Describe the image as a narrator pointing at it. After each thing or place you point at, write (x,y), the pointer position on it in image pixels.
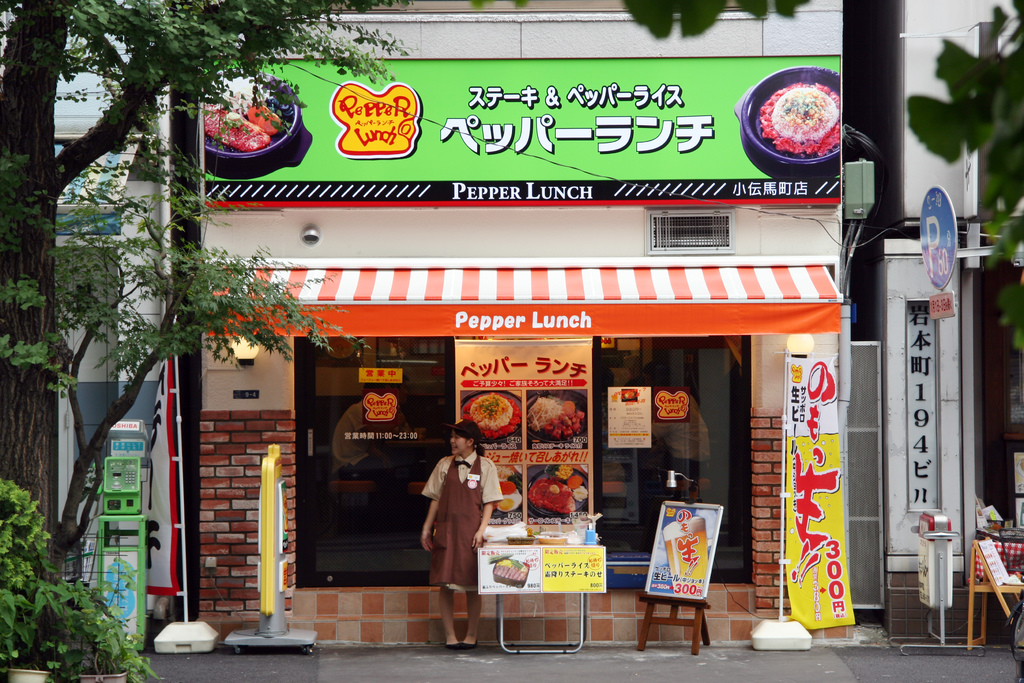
In this image there are buildings (740,25) towards the top of the image (561,157), there are boards (527,192), there is text (535,194) on the boards (450,135), there is a wall (242,418), there is a light (232,350) on the wall (252,367), there is a woman (458,529) standing, there is a table (558,579), there are objects (567,534) on the table (534,564), there is road (786,673) towards the bottom of the image (608,666), there are objects (927,556) on the road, there is a tree (101,247) towards the left of the image (40,524), there are plants (95,590) towards the left of the image (100,605), there are flower pots (102,676) towards the bottom of the image (121,676), there is an object (998,584) towards the right of the image (987,554).
